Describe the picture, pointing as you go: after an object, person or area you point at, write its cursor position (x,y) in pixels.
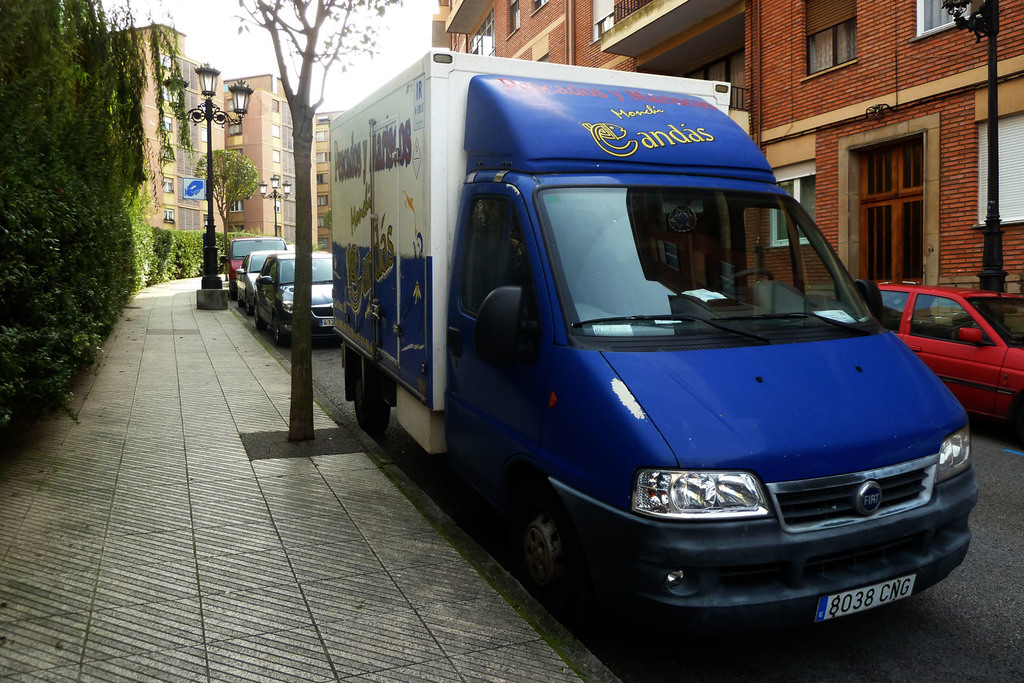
In this image I can see the road (845,640). On the road (882,650) I can see many vehicles (697,268). To the side of the road (836,662) I can see the poles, tree (47,131) and the buildings (472,8) with windows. In the background (224,41) I can see the sky (198,30).
